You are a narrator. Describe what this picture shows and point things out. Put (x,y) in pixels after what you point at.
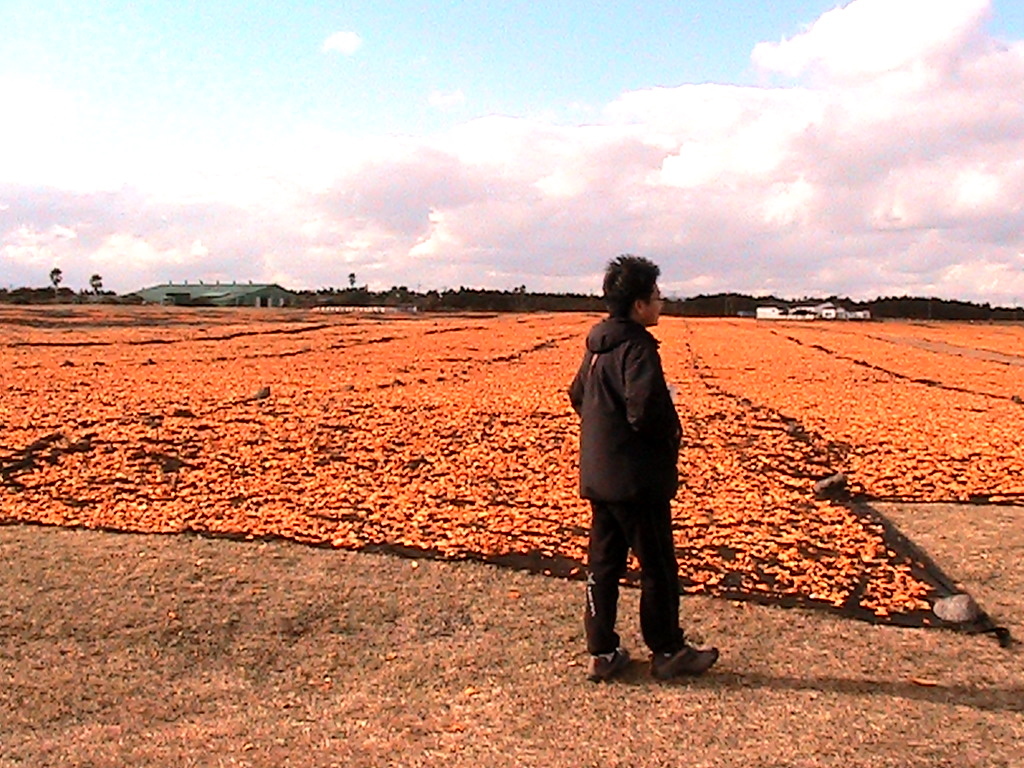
In the center of the image (644,374) there is a person (658,534) standing on the ground (496,702). In the background (682,492) we can see drying peels (1003,380), buildings (160,297), trees (117,297), sky (367,77) and clouds (485,121).
